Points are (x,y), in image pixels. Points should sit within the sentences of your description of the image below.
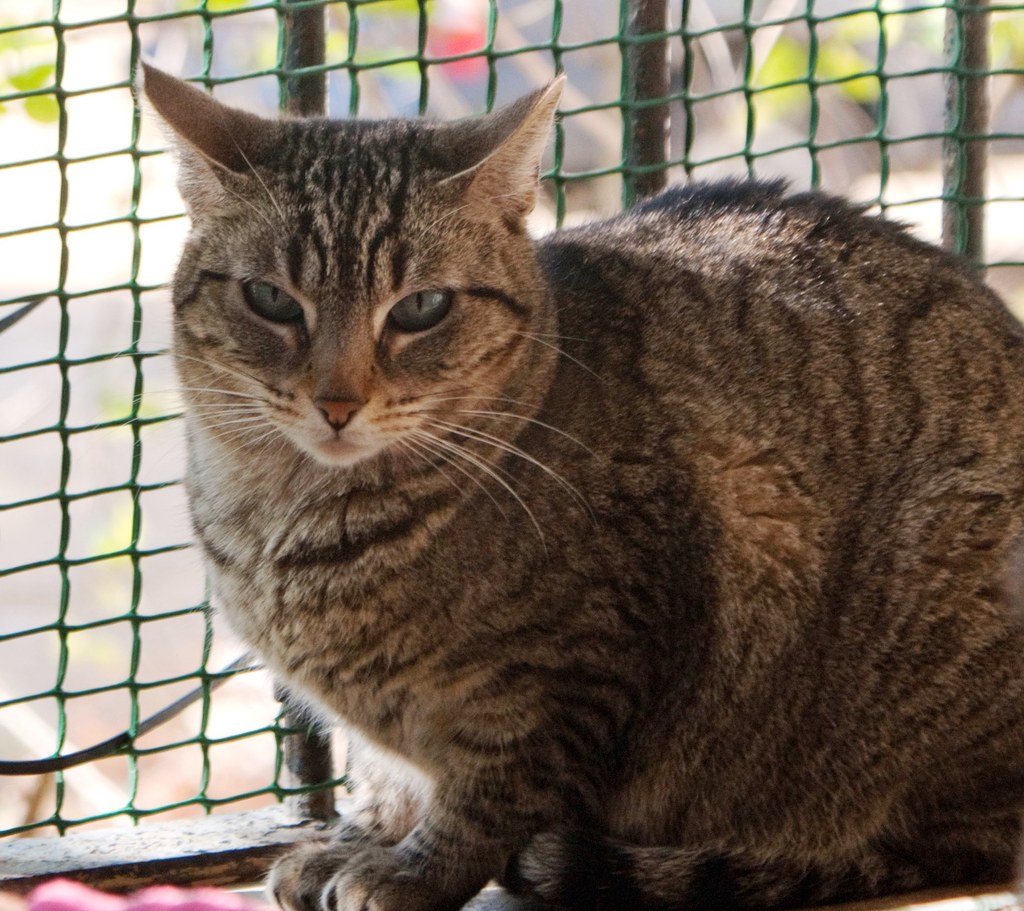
In this image we can see a cat (578,740). Behind the cat (523,666) fencing (632,153) is there.
